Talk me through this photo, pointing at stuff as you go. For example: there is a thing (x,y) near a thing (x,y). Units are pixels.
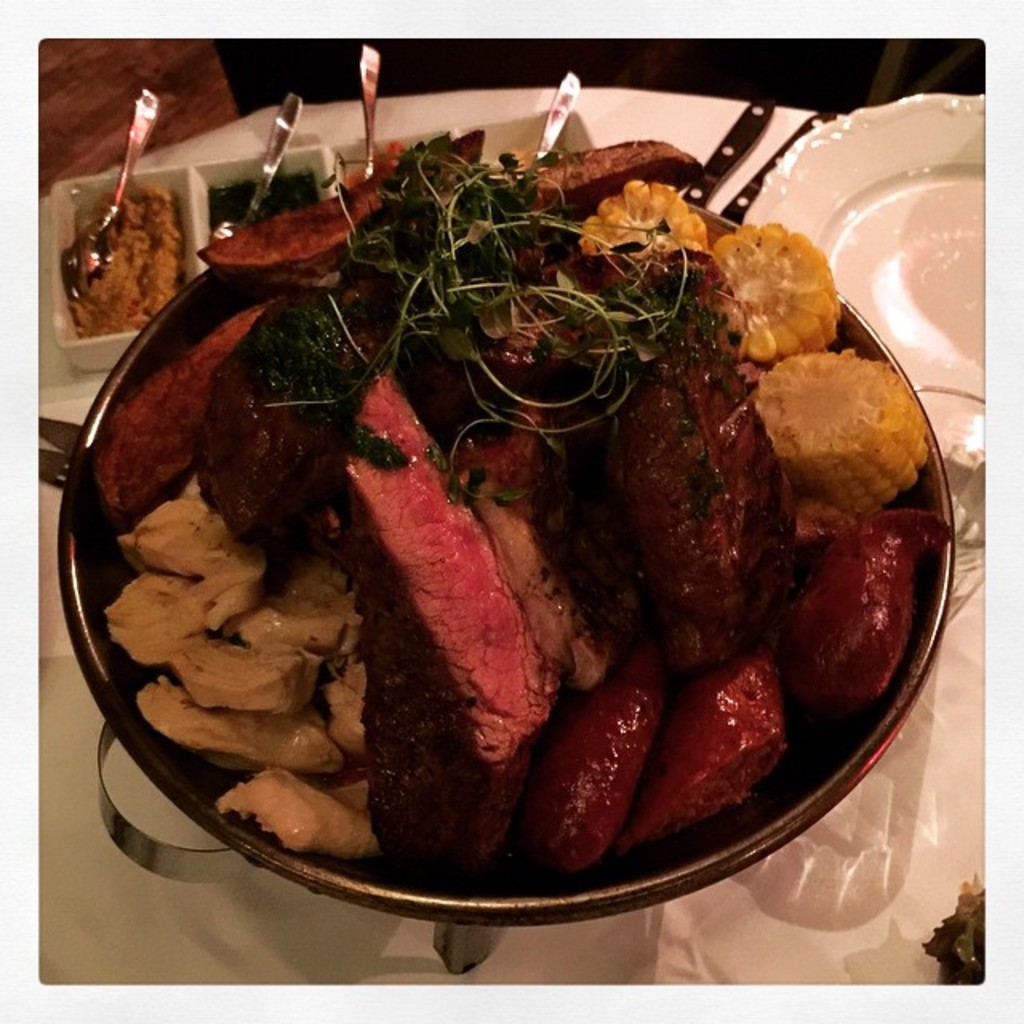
In the image we can see there are meat items (581,545) in the bowl (215,270) and there are spoons (559,129) kept in a plate (317,162).
